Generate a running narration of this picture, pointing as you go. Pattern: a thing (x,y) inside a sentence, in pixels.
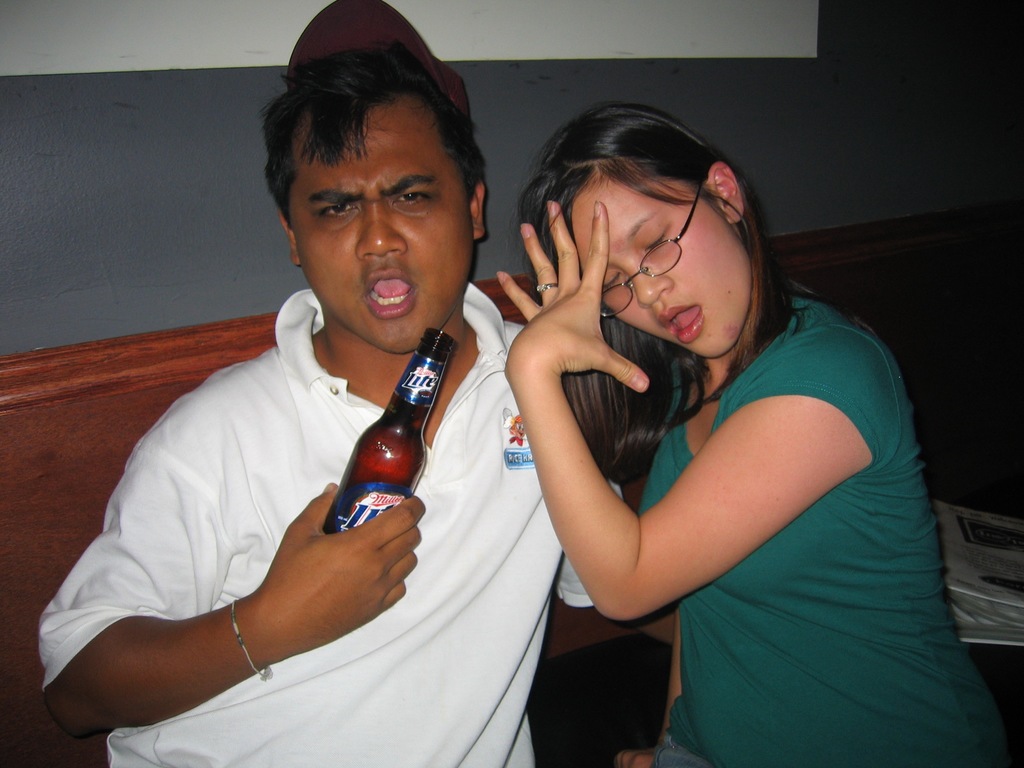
In this image i can see a man (438,302) and a woman (590,302) sitting, a man (462,451) holding a bottle (399,473), at the back ground (189,315) i can see a wall (53,320).
